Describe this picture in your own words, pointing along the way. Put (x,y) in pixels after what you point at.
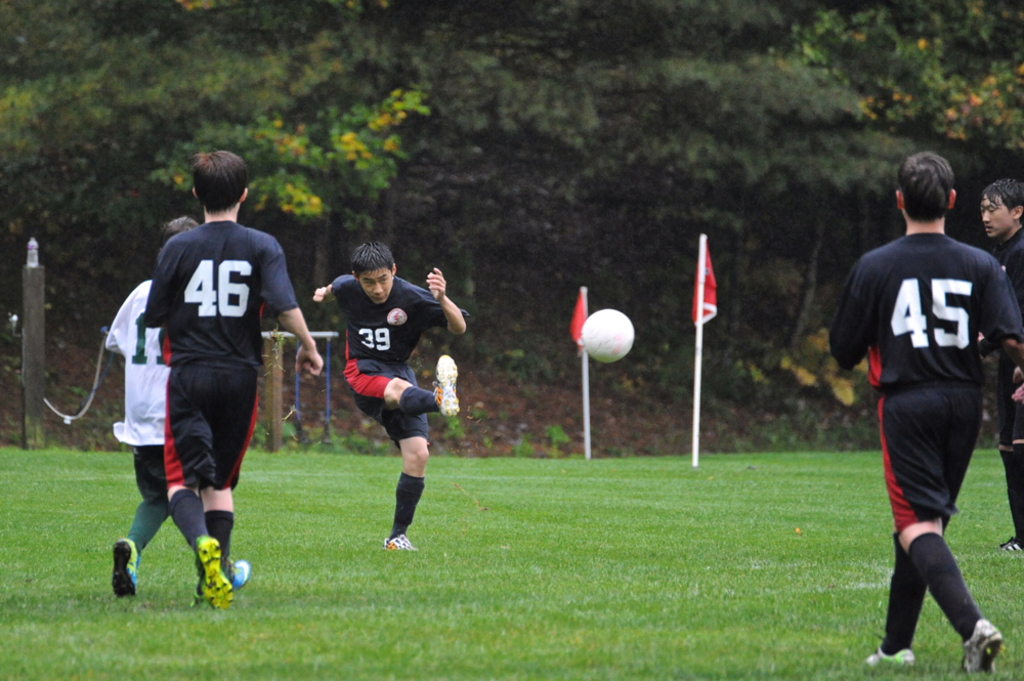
In this image we can see some players (214,268) on the ground (632,456). We can see the flags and wooden poles (36,282). We can see the surrounding trees (46,297).
